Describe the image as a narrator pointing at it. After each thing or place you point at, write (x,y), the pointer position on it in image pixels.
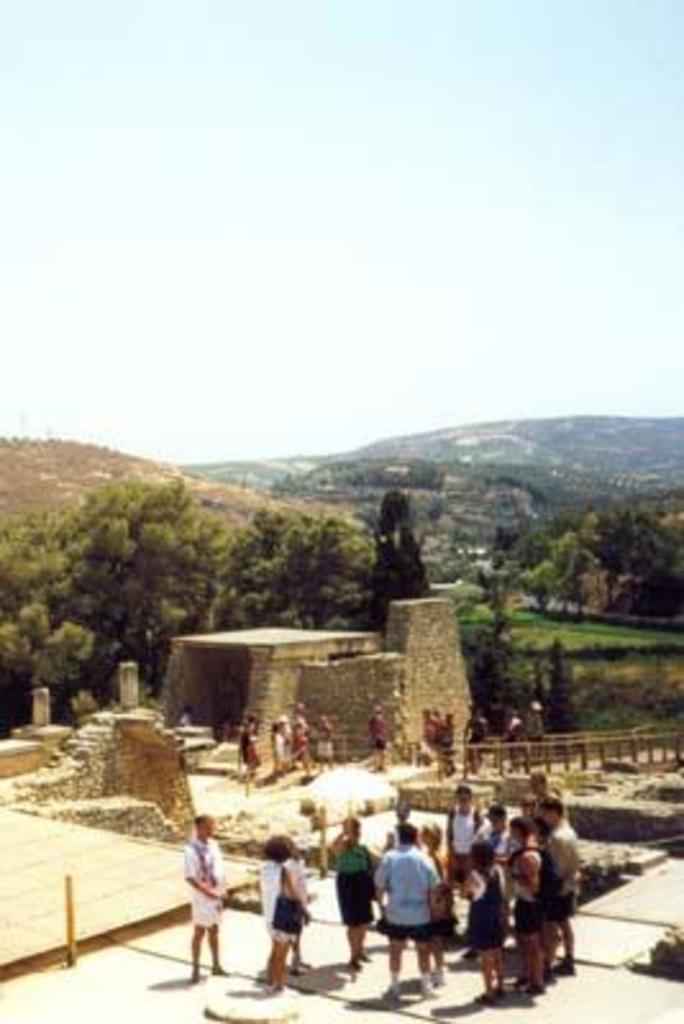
In this image we can see people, fence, fort (329,673), trees (657,534), and mountain (445,530). In the background (421,412) there is sky (453,309).
